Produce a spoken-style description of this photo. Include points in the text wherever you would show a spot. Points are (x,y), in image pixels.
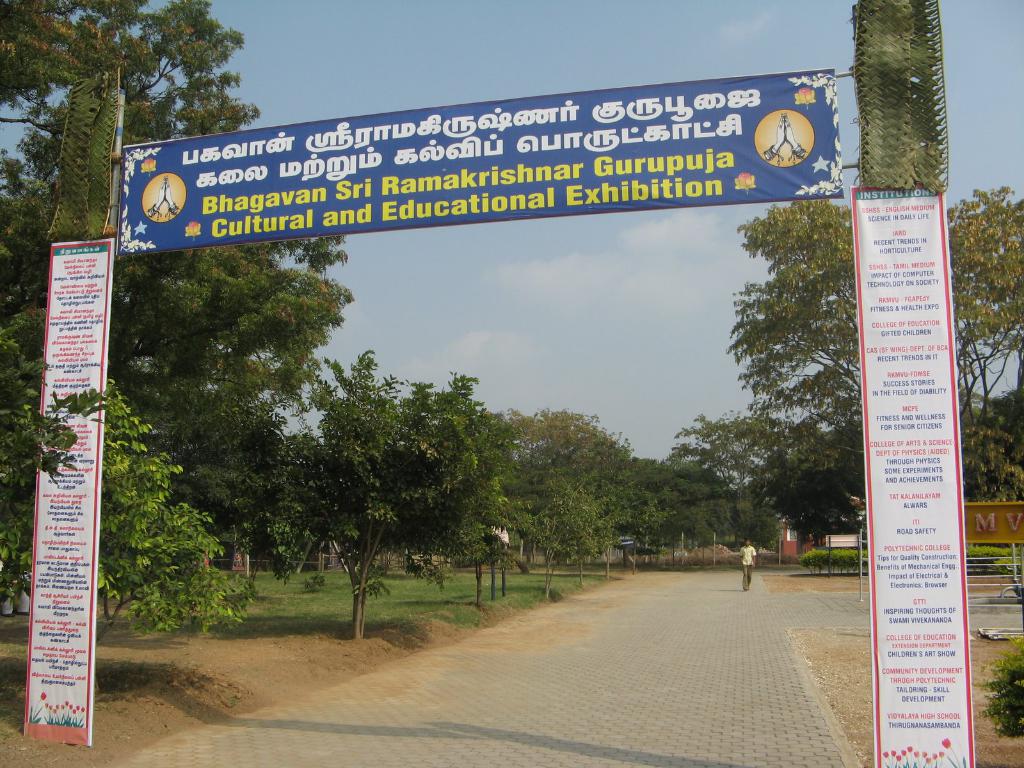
In this image in front (884,424) there is an arch (423,213). On the left side of the image (281,600) there is grass (277,592) on the surface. In the center of the image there is a person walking on the road (702,693). In the background of the image (746,490) there are trees (858,449) and sky (626,262). On the right side of the image (1008,510) there are boards (985,533). There are trees (431,434).
